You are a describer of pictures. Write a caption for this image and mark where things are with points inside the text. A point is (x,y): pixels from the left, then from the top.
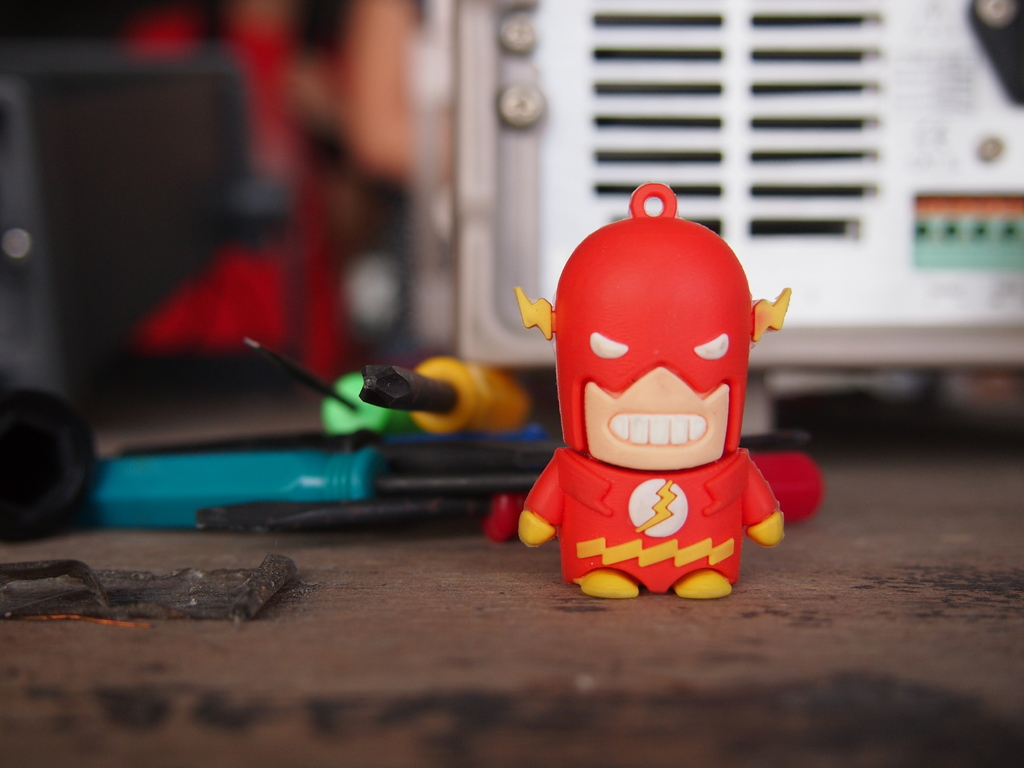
In this picture we can see a toy (638,208) and screwdrivers (160,499) on a platform (316,597) and in the background (591,204) it is blurry.
